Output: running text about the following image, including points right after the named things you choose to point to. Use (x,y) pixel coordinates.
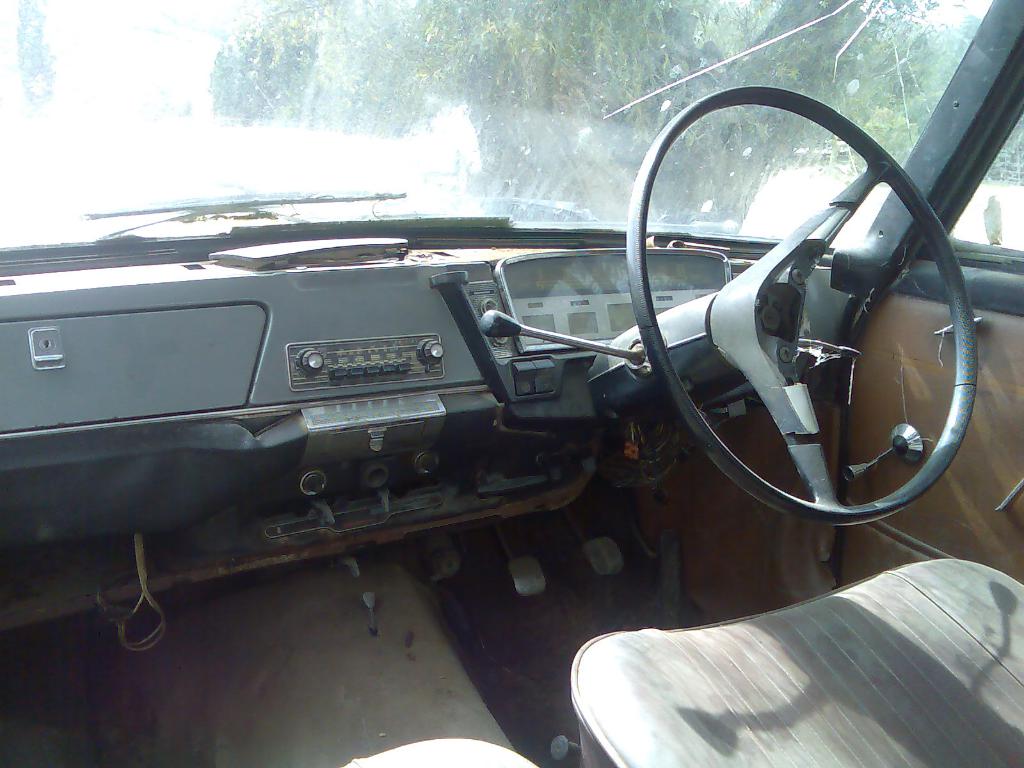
In this picture I can see the inside view of a vehicle (779,413), and in the background (308,110) there are trees (308,110).
